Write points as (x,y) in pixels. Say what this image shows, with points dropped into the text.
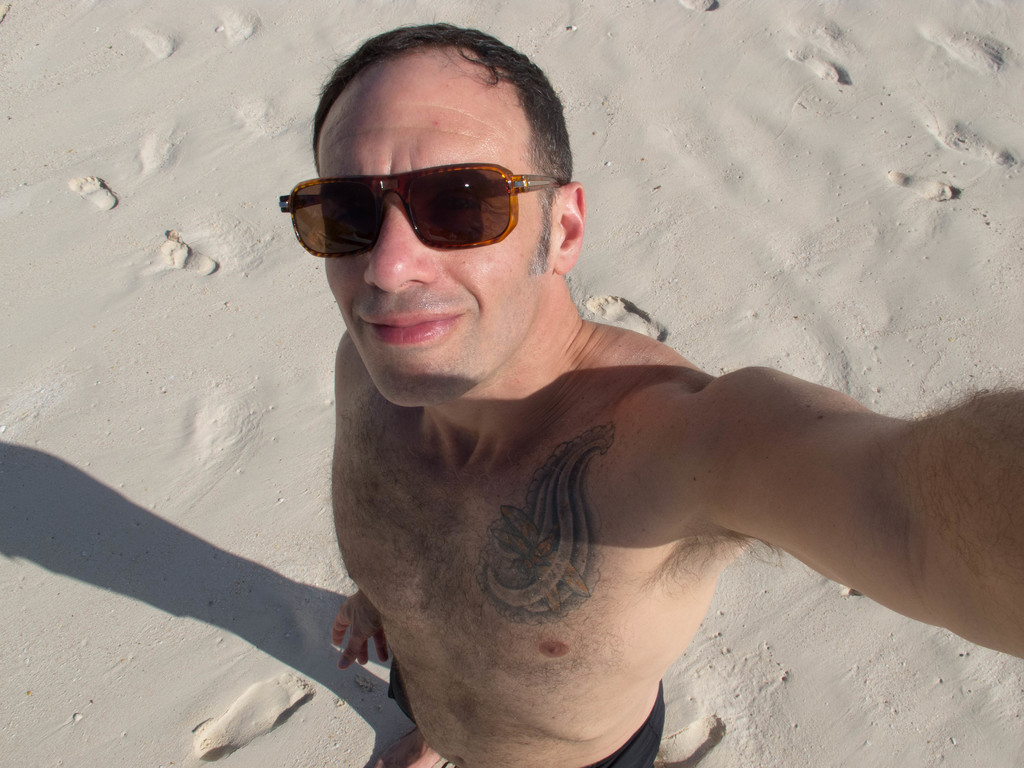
In this image I can see the person (524,602) wearing the black pant (652,732) and the sunglasses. He is standing on the sand (80,471). The sand (97,511) is in ash color.
